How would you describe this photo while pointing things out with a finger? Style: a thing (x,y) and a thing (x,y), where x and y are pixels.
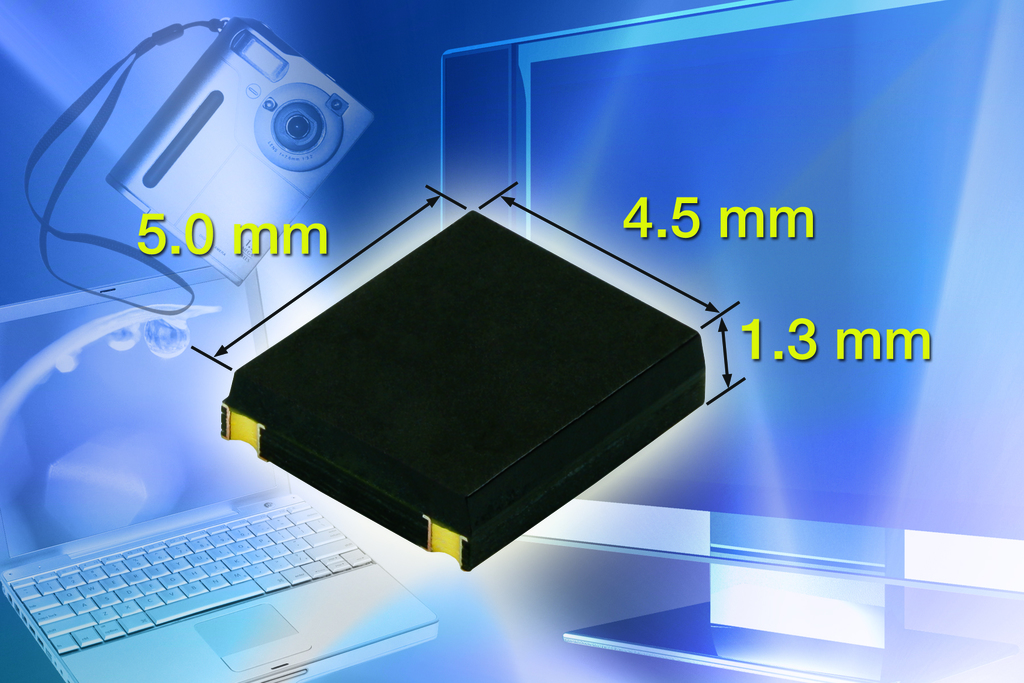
This is a graphical image. Here we can see picture of a laptop (319,552), screen (824,38), camera (326,174), and an object (539,411). There is something written on it.
